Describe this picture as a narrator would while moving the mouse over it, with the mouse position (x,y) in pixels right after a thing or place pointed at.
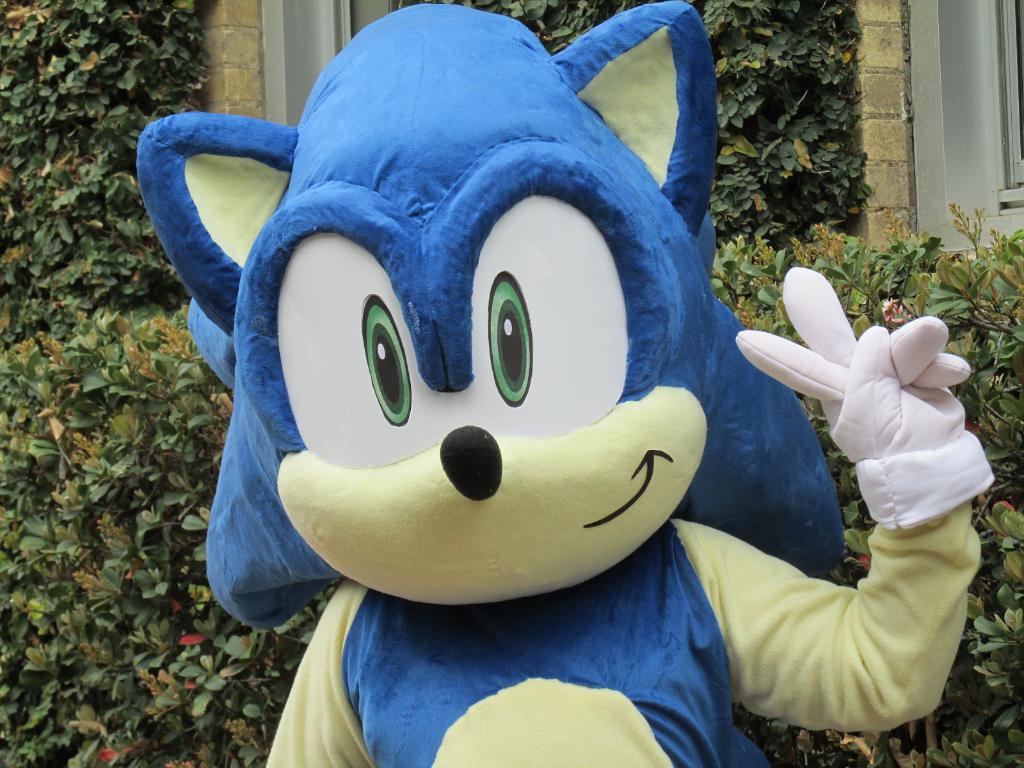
In the image there is a cartoon costume (474,423) worn by some person (441,553), behind the costume (224,526) there are plants (743,20) and trees (727,18).
